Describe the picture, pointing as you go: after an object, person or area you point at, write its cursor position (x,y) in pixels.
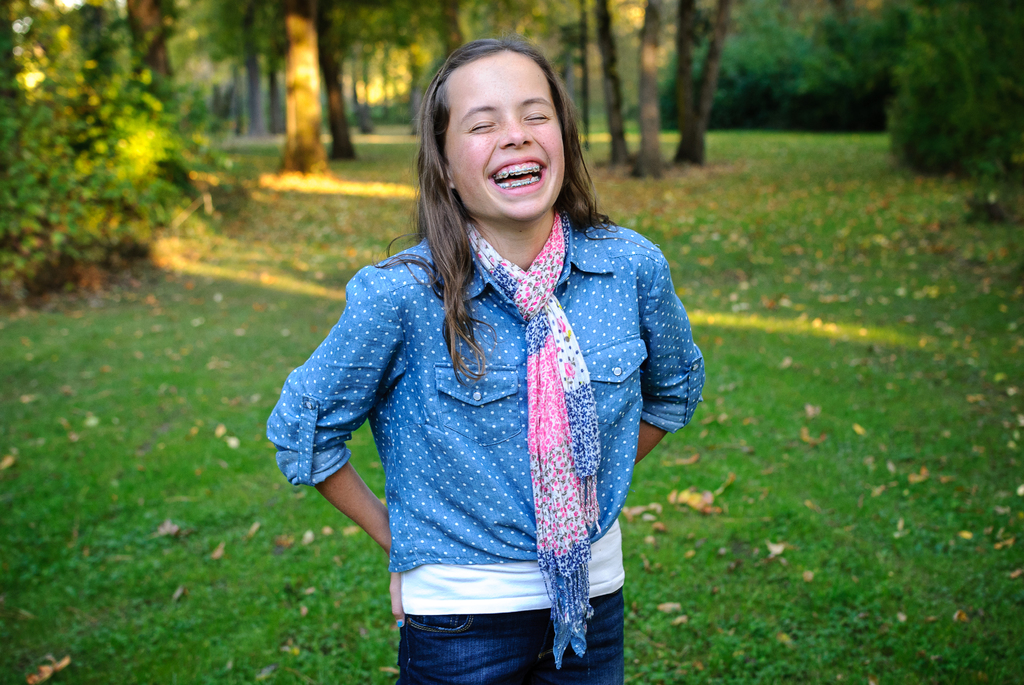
A girl (627,304) is smiling she wore a blue color shirt (516,464), trouser (468,655). This is grass (156,501) and there are trees (325,22) on the back side of an image (561,67).
